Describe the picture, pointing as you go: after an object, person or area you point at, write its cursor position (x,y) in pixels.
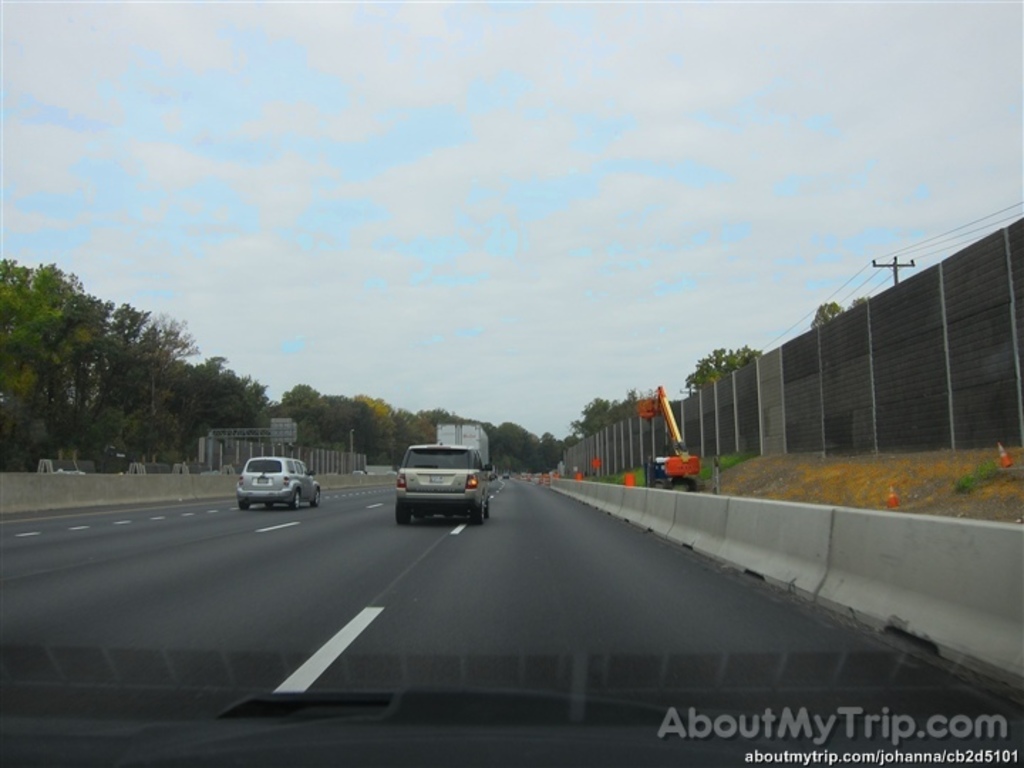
This image is clicked outside. There are trees (403,440) in the middle (395,427). There are vehicles (457,434) in the middle (400,462). There is sky (391,88) at the top (453,174).
